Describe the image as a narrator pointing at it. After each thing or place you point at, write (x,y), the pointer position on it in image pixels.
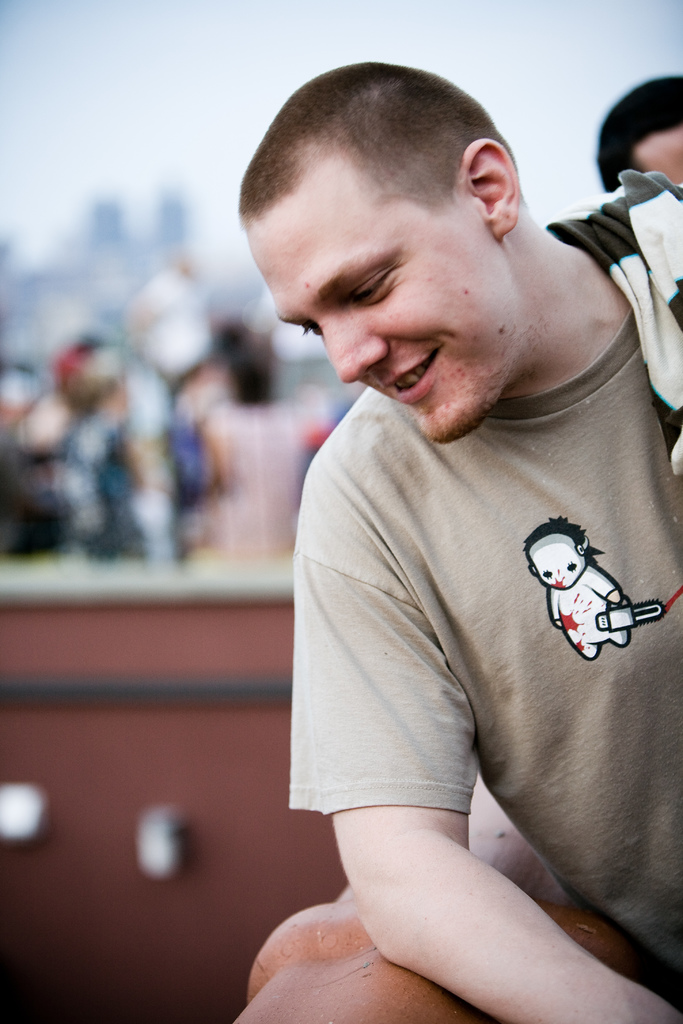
In this image we can see a man (557,699) smiling. In the background (668,101) there are people (223,351) and there is a wall (208,827).
